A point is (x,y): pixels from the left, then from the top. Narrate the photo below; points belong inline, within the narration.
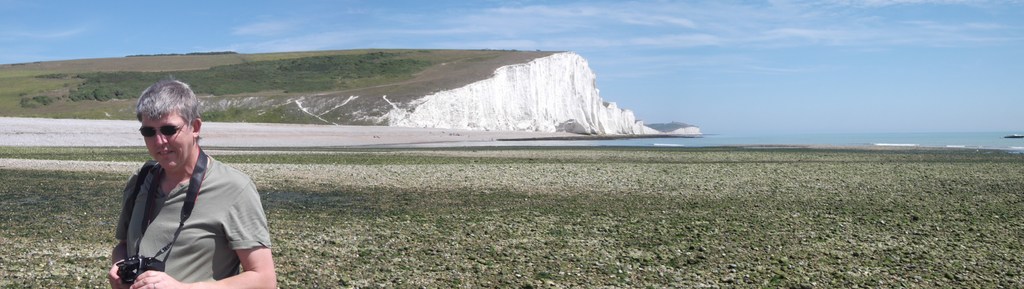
In this image I can see the person (166,178) wearing the grey color dress (216,244) and holding the camera (132,277). The person (171,143) is also wearing the goggles (166,130). In the background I can see mountains (476,49), clouds (873,30) and the sky (804,75). I can also see the water (829,139) to the right (872,135).
